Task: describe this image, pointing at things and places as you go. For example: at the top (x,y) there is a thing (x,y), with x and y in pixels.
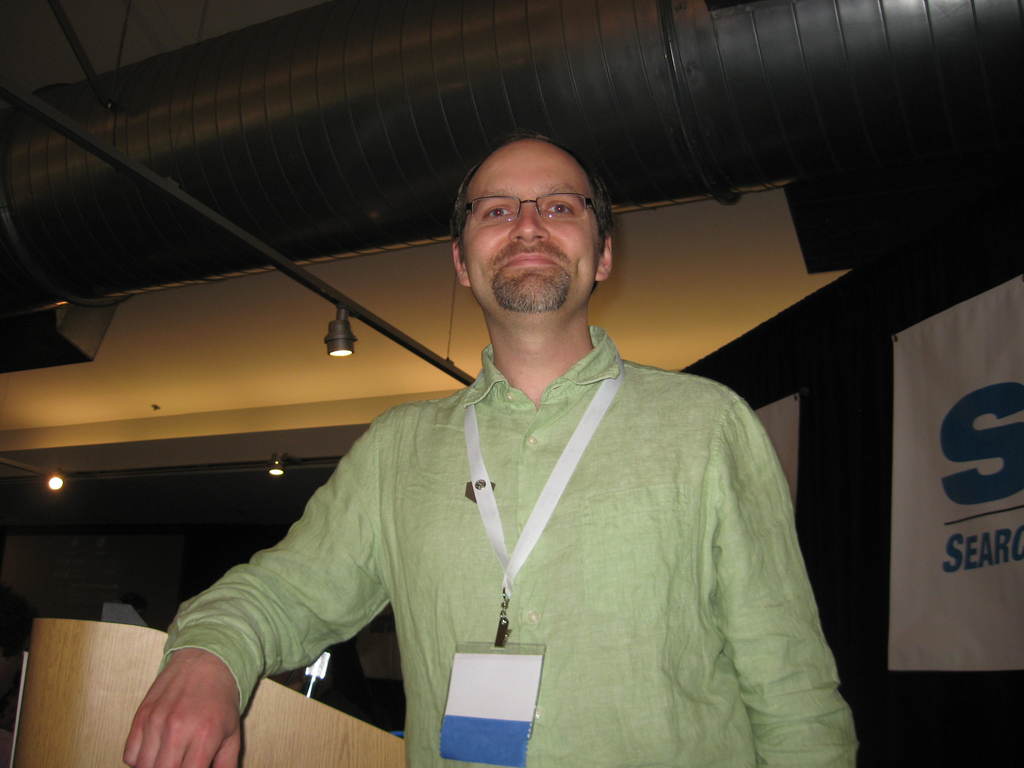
In the center of the image (634,405) there is a person (526,620) wearing an ID card (518,652). In the background of the image (304,346) there is a wall (304,346). At the top of the image (197,95) there is ceiling (145,130). To the right side of the image (1023,326) there is a banner (1016,341).
